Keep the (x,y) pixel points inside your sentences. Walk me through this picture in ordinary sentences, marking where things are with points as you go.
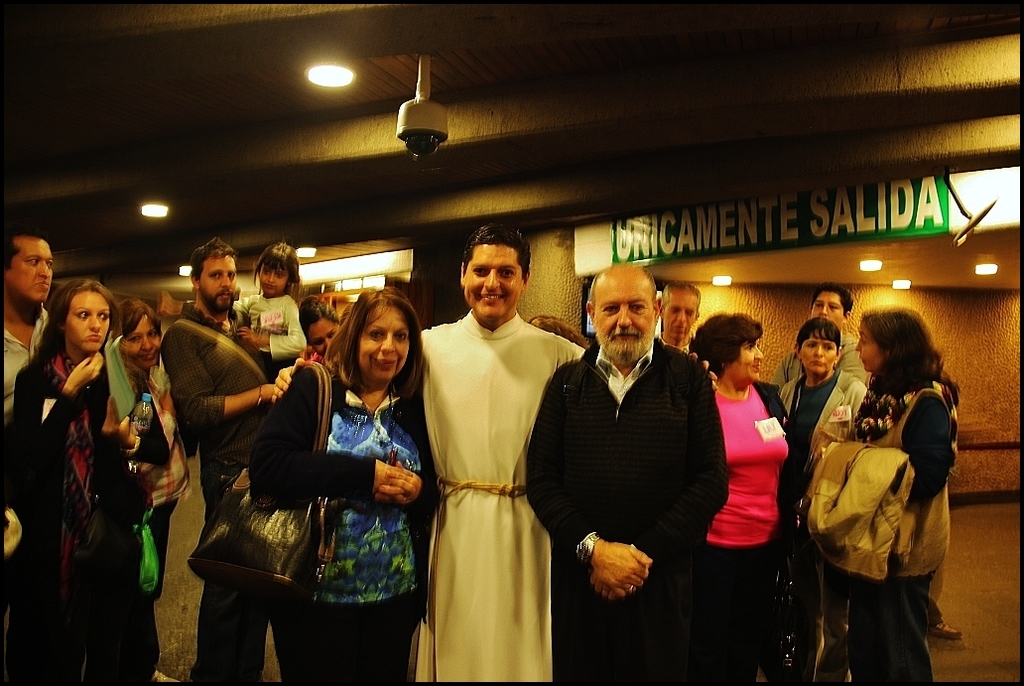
In this image, we can see persons (629,366) standing and wearing clothes (559,521). There is a camera (431,145) at the top of the image (416,67). There are lights (183,273) on ceiling (961,252). There is a board (690,232) on the right side of the image (897,191).
